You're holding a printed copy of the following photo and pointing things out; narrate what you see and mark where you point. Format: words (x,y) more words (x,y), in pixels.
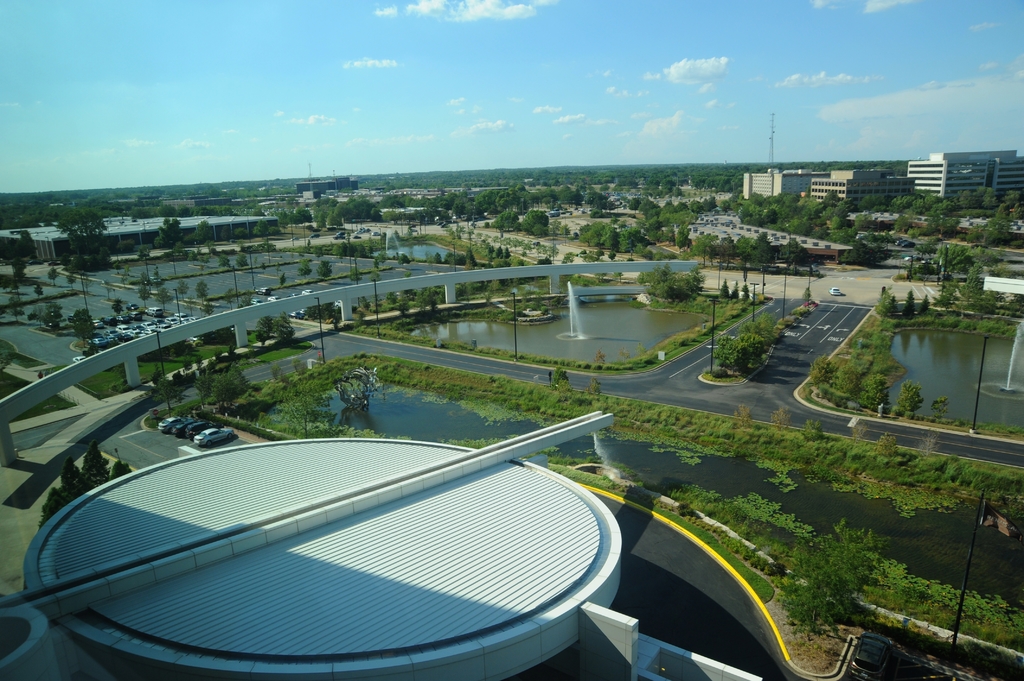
In the center of the image (520,274) there is a bridge (30,393). There is water (615,461). There is a road (837,315). There are plants (893,327). In the background of the image (684,206) there are tree (368,202). There are buildings (781,240). There is a fountain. To the bottom of the image (154,494) there is a concrete structure (333,656).
